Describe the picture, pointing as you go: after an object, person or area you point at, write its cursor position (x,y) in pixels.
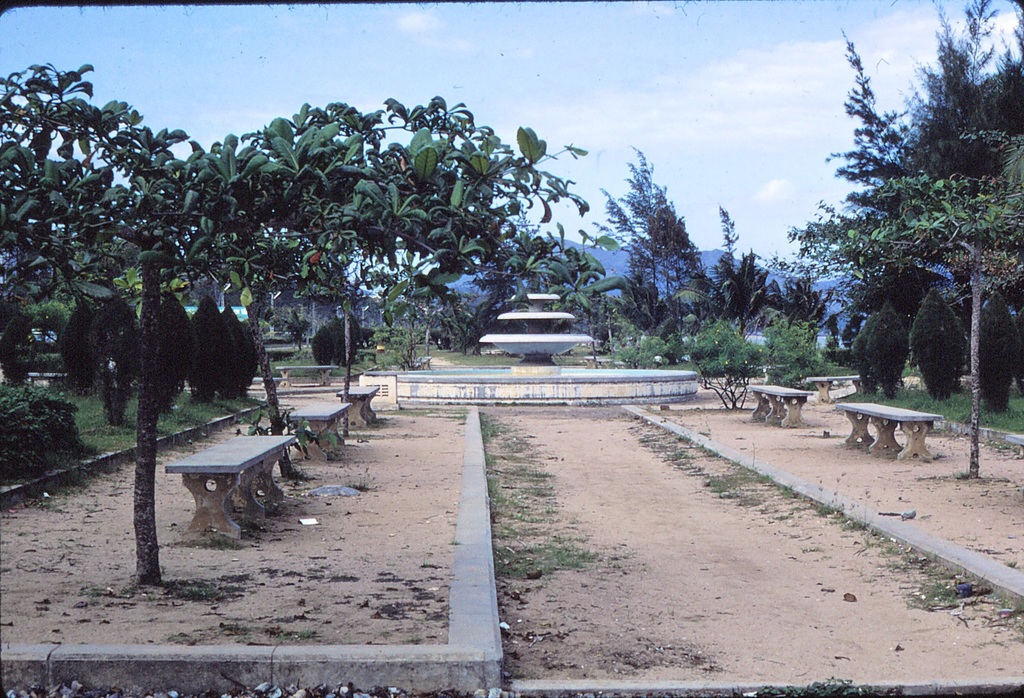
In this image we can see trees (763,277) and plants (999,394), near that we can see the concrete seating benches (241,491) and grass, in the middle (646,389) we can see an object (565,387), we can see the hills (607,262) in the background (596,252), at the top (633,97) we can see the sky (553,69).
